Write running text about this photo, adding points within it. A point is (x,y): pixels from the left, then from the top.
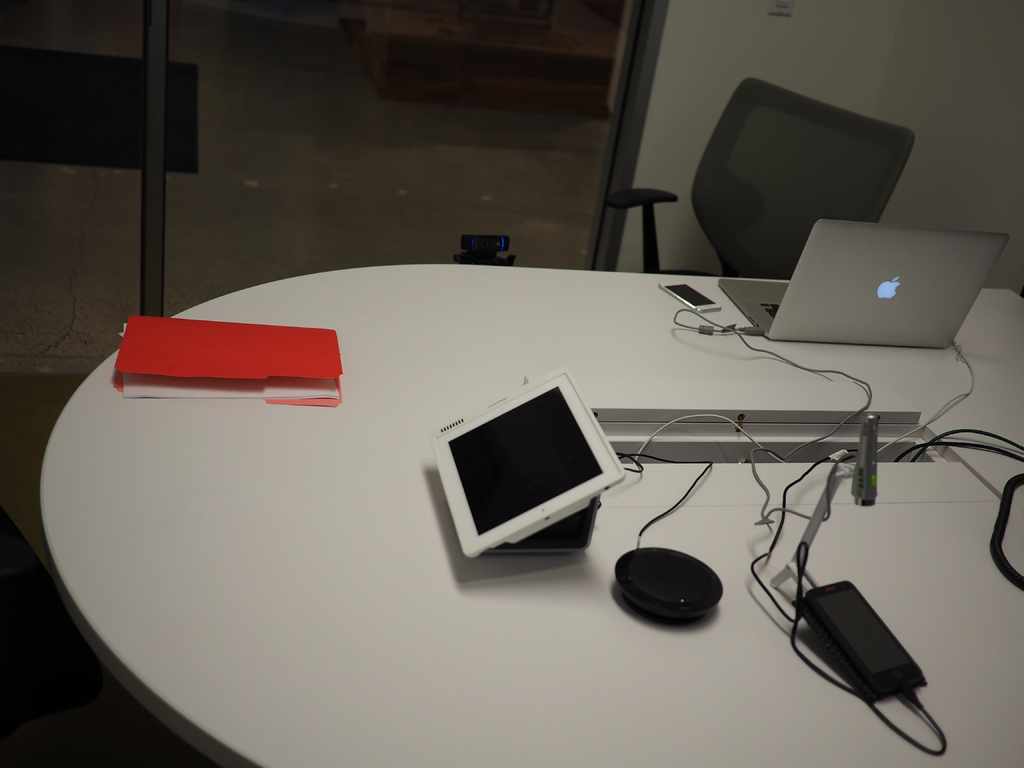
In this image I can see a white color table (532,613) with a laptop (877,294), file (262,368) and other objects (554,533) on it. Here we have a chair (771,169), a white color wall (921,41) and glass door (317,119).
